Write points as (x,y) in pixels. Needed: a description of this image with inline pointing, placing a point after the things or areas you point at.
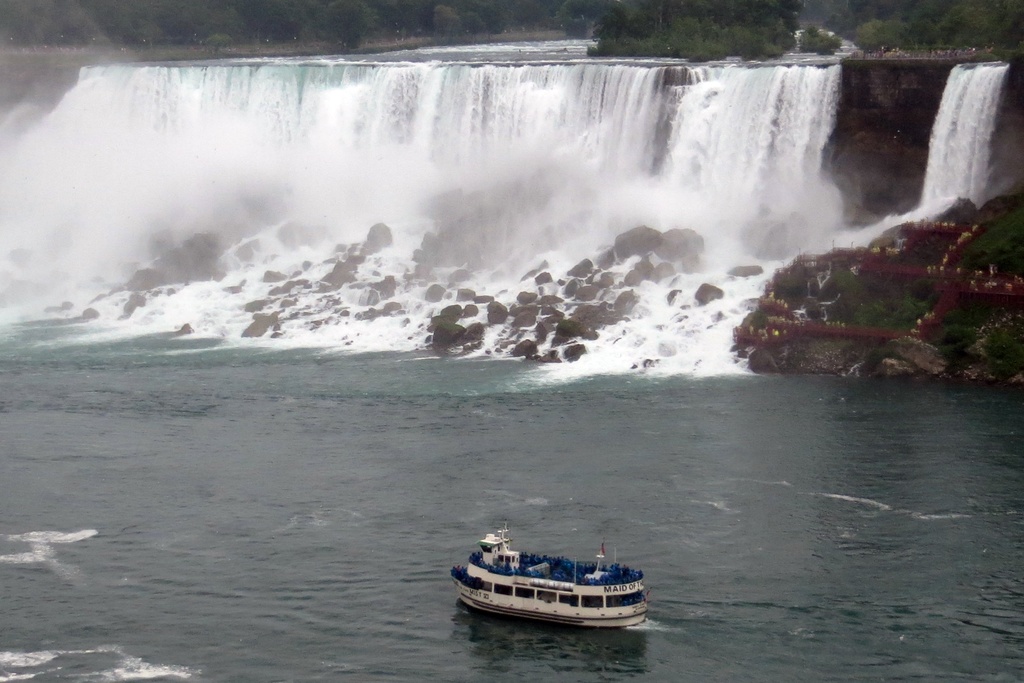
In this image there is a boat (533,583) on a river (864,392), in the background (241,159) there is waterfall (753,94) and trees (376,30).
